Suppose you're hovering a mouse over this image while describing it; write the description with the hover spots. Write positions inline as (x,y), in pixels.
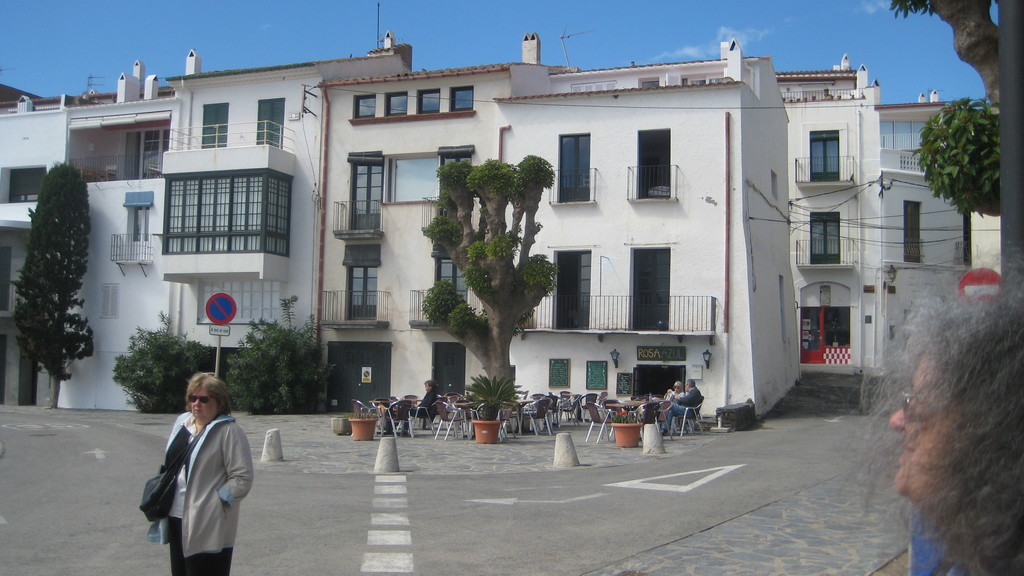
In this image I can see a person (232,482) standing wearing cream color jacket (214,480), black pant (213,564). Background (410,375) I can see trees (297,363) in green color, few chairs (439,420), building (604,240) in white color and sky (510,43) in blue color.
